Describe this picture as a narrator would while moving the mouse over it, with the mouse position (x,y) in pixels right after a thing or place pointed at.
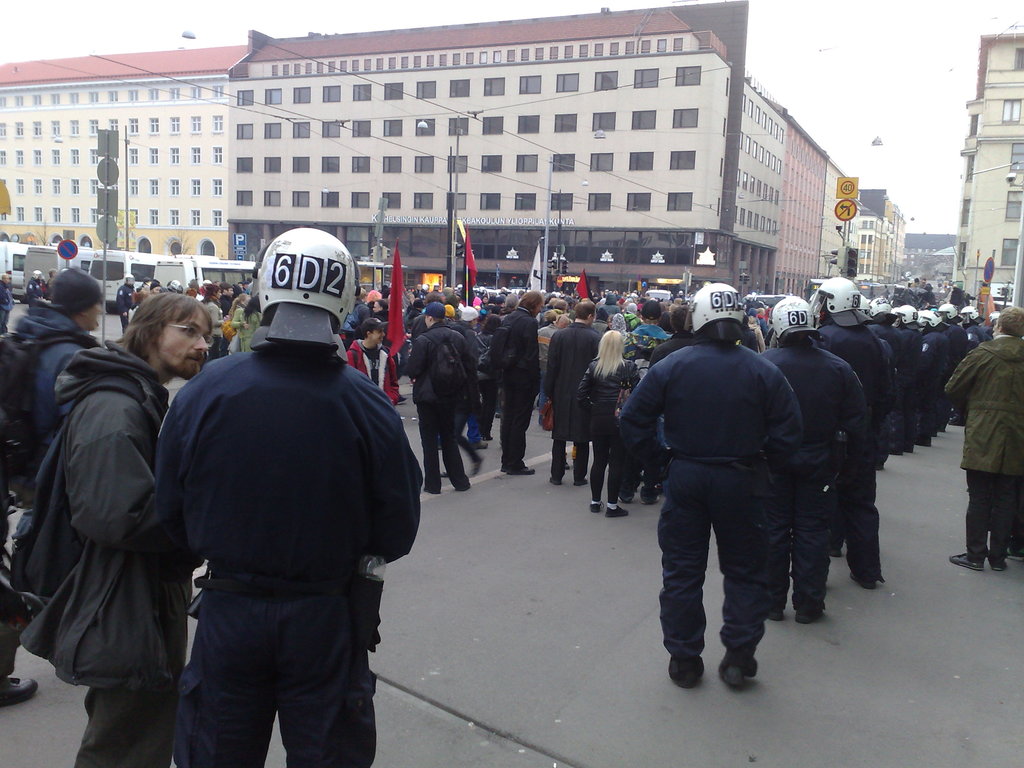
Here we can see many people (215,712) on the road (471,518) and among them few are standing, walking on the road (589,525). We can see few people (302,319) having helmets (311,306) on their heads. In the background (85,246) there are poles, sign board poles (107,173), flags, buildings (414,144), windows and sky (789,86).
